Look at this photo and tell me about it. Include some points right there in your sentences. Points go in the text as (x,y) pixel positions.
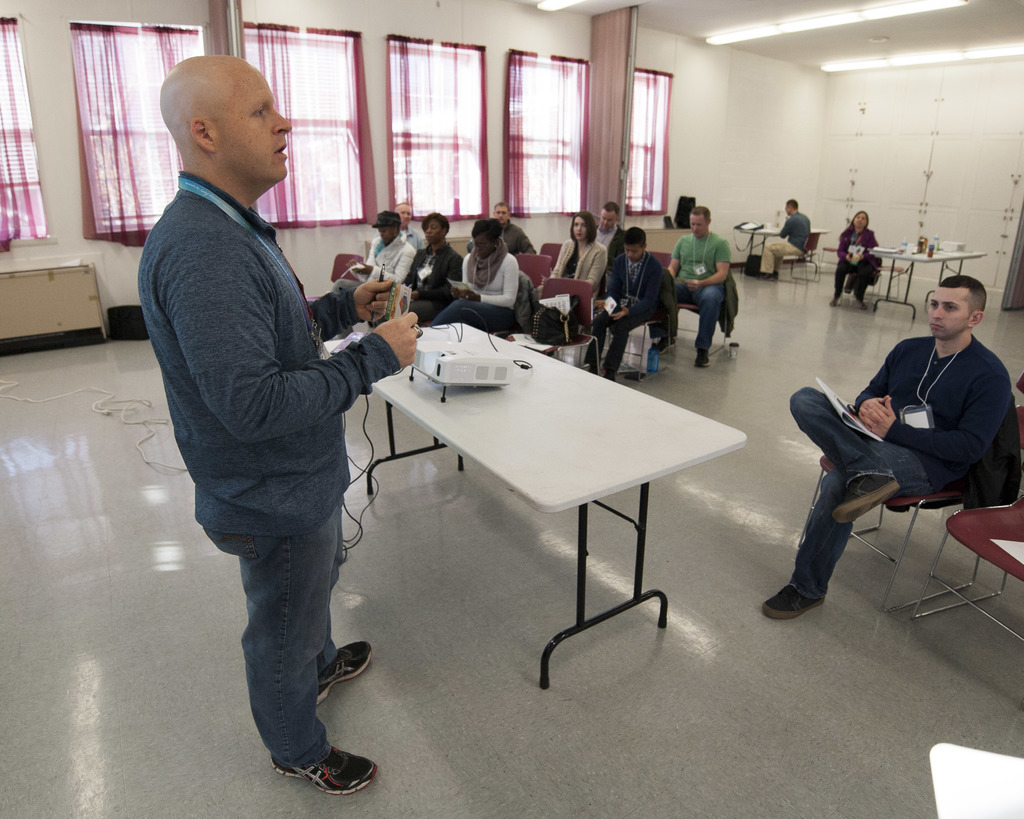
This image is clicked in a room (557,262) where there are so many people (705,291) sitting. There are so many tables (761,230), so many chairs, lights (830,66) on the top (915,56), windows (470,111) and Windows blind (417,196) on the top (288,168). There is a person (210,360) standing in the middle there is a table (475,399) in the middle (416,359) on that there is a projector machine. There are wires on the left side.
